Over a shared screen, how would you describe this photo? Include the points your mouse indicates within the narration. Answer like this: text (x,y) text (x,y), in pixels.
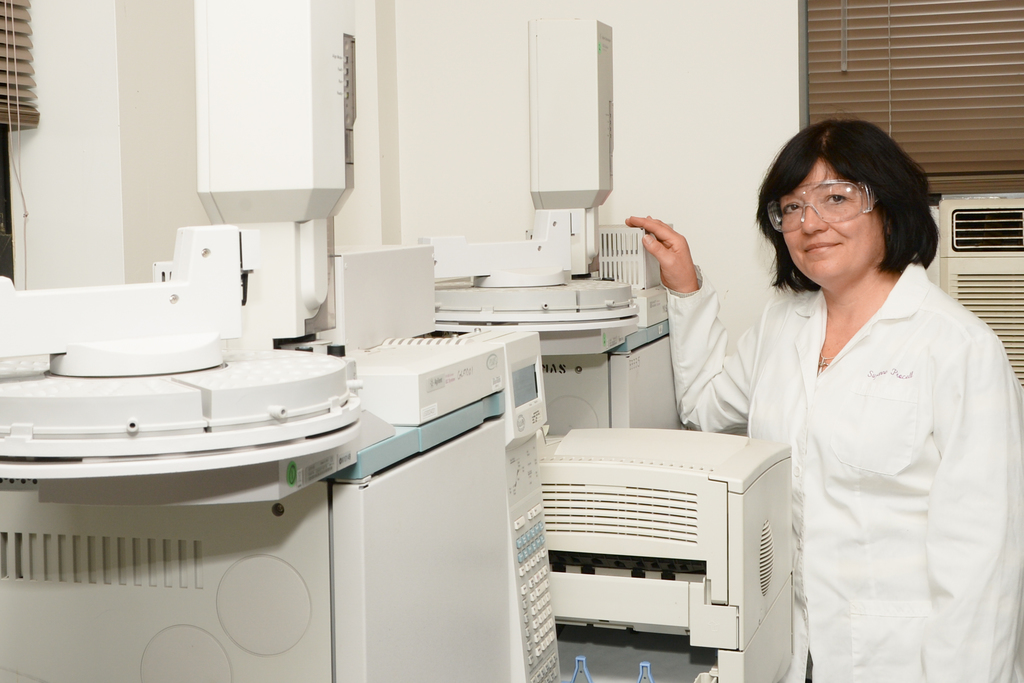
In this image there are machines (549,377), beside the machine (547,441), there a woman (920,504) is standing, in the background (781,111) there is a wall (764,72) for that wall (762,93) there is a window (987,120).
